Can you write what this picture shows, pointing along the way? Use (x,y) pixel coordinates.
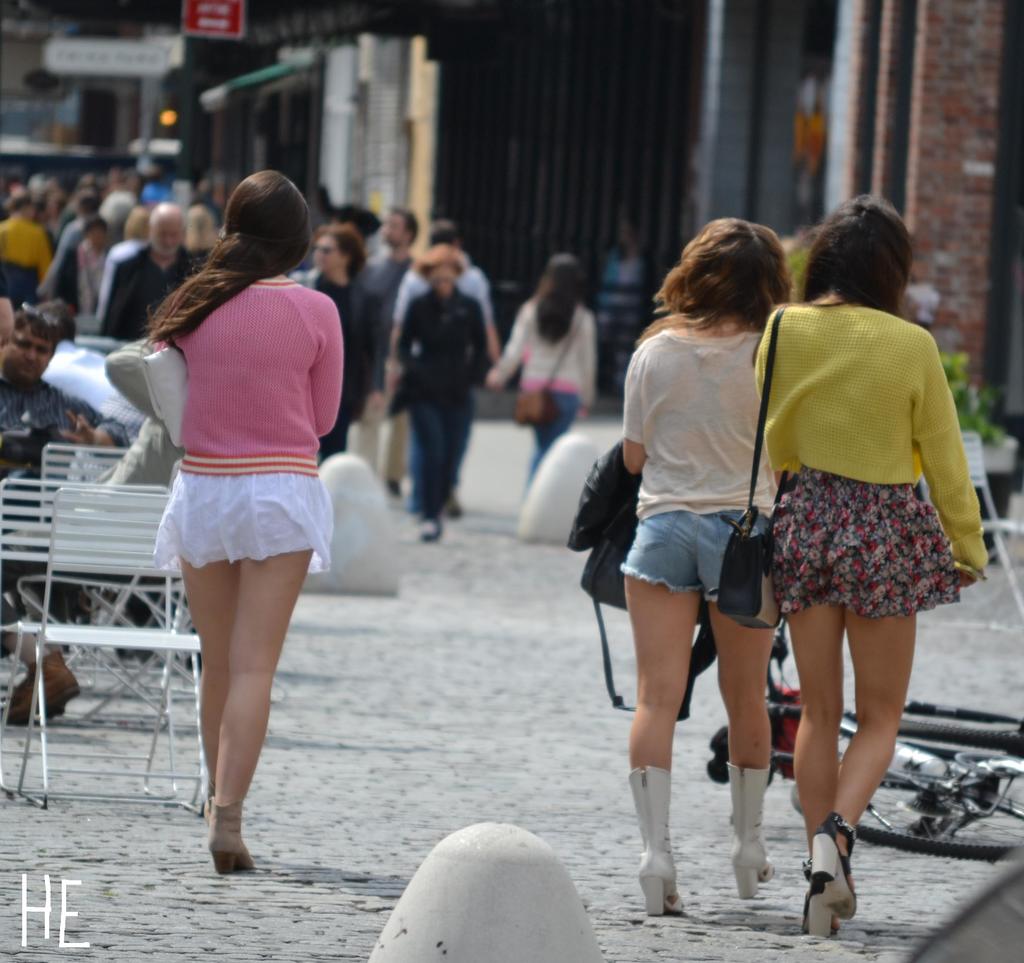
In the image there are few people (688,492) standing and they are carrying bags (128,366). Behind there are tables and chairs (39,499). And also there are many people (343,266) in the background (476,304). And also there is a blur image in the background (981,278) with buildings (974,296) and posters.
